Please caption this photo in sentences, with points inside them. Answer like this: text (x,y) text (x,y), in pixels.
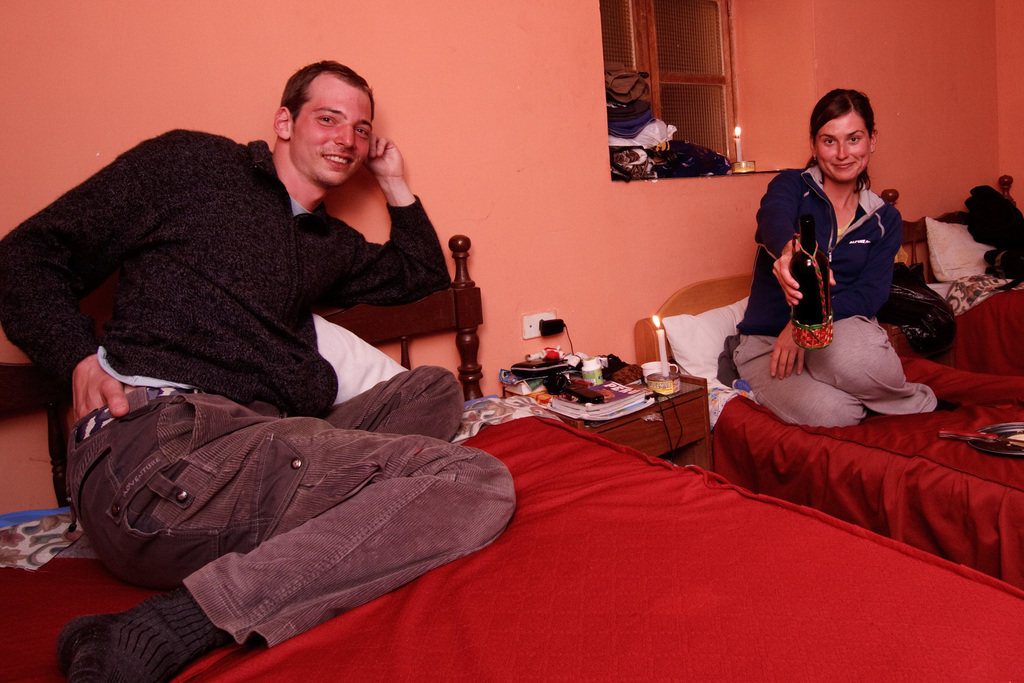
In this picture i could see two persons (799,366) sitting on the bed (556,468) which is red in color. In the background (472,101) there is orange color wall (527,129) and a glass window (681,42) and on the table (635,419) there are some books (628,384) candles (664,358) and some other stuff (547,375).
